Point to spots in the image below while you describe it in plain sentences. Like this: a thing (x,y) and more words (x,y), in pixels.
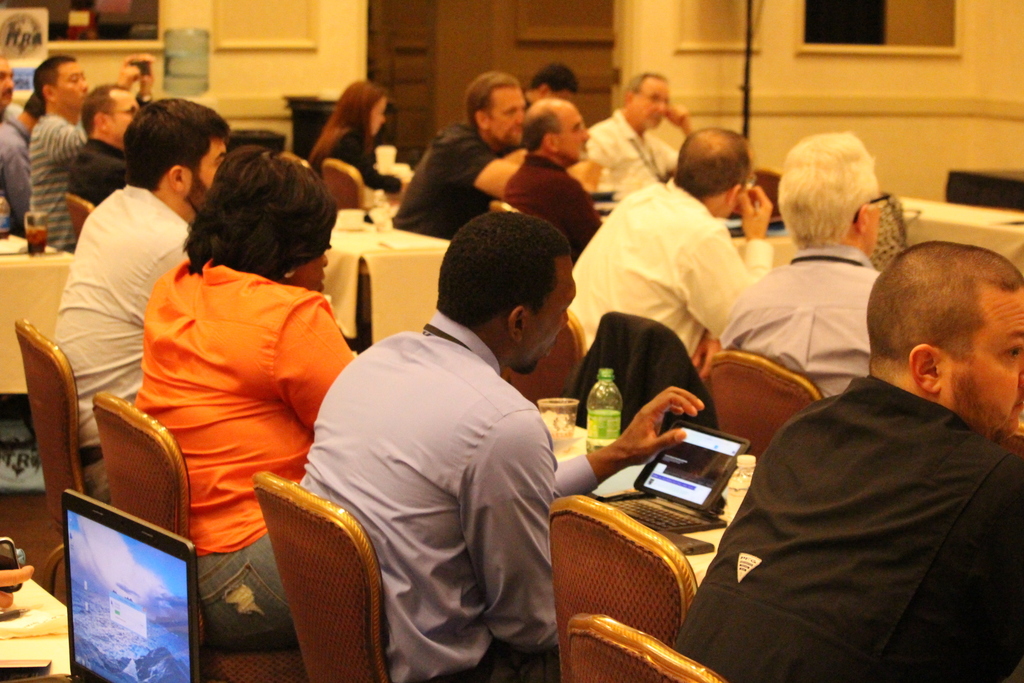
In this picture we can see some persons (414,536) sitting on the chairs (671,630). This is the table (396,285). On the table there is a laptop (699,480), bottle (597,403), and a glass (564,404). On the background (354,59) there is a wall (302,47) and this is the door (462,67).
